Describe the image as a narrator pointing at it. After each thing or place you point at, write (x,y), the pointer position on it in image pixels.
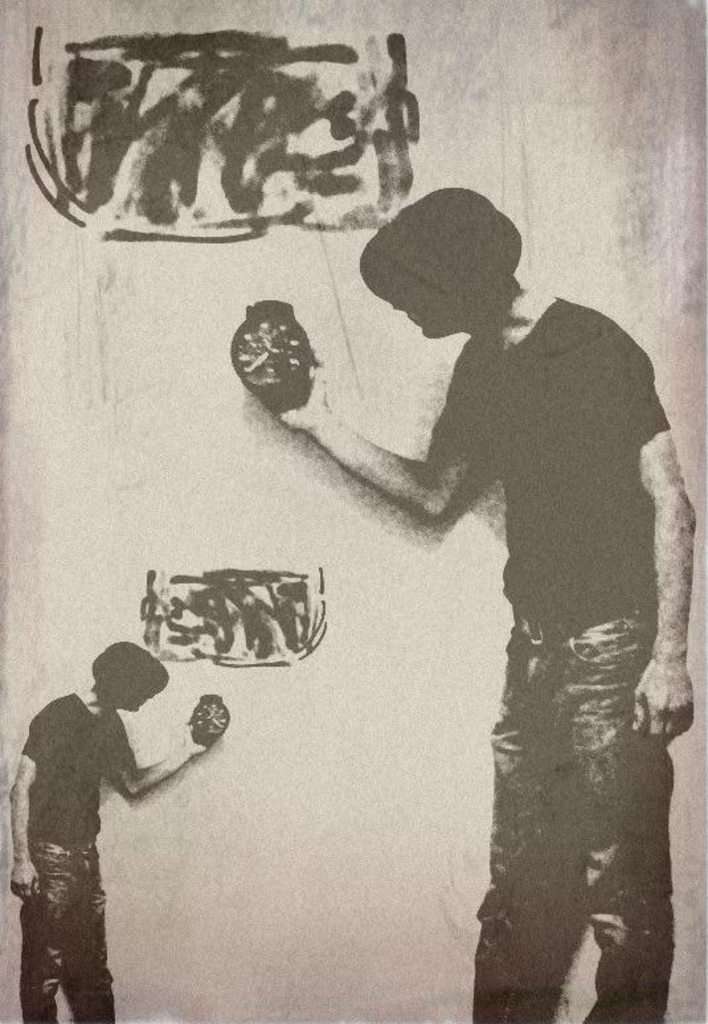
In the foreground of this poster, on the left (66,871) and right, there are two persons (579,796) holding wrist watch (265,398) in their hands (300,421) and we can also see few rectangular boxes (196,580) near them.
